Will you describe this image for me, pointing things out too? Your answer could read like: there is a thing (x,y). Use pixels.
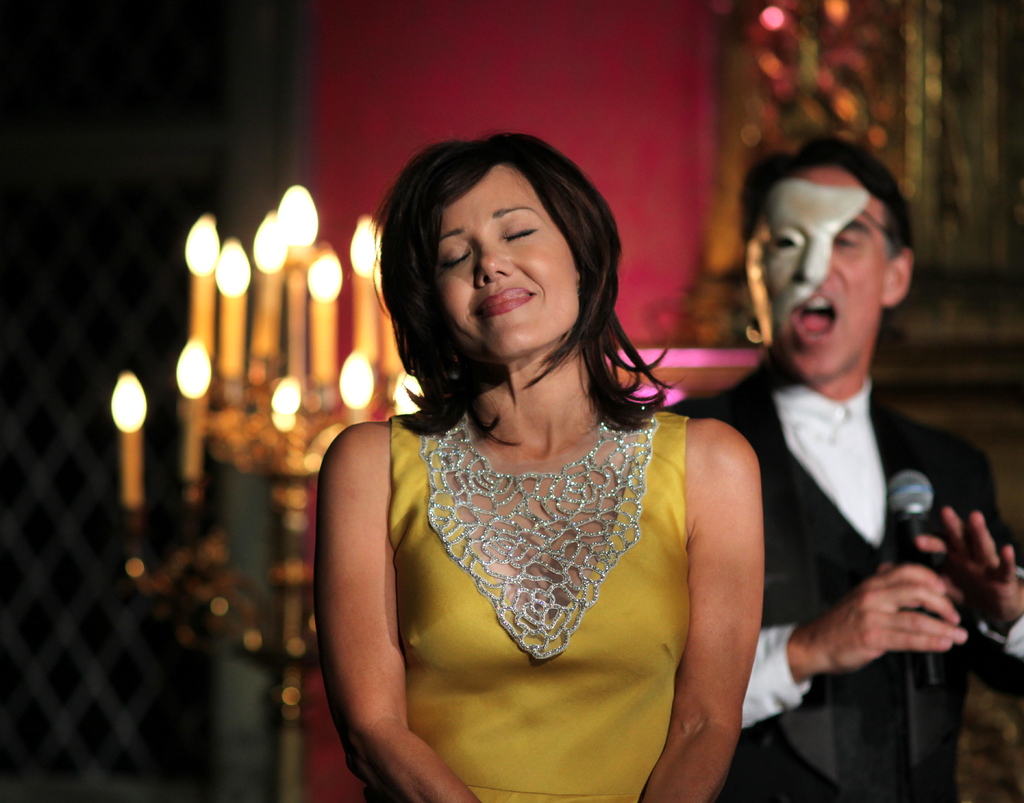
In this image, we can see people (529,263) standing and one of them is wearing a mask (804,274) and holding a mic (932,612). In the background (240,332), there are candles (220,362) which are light and there is a stand (257,387) and we can see a wall (573,63).
